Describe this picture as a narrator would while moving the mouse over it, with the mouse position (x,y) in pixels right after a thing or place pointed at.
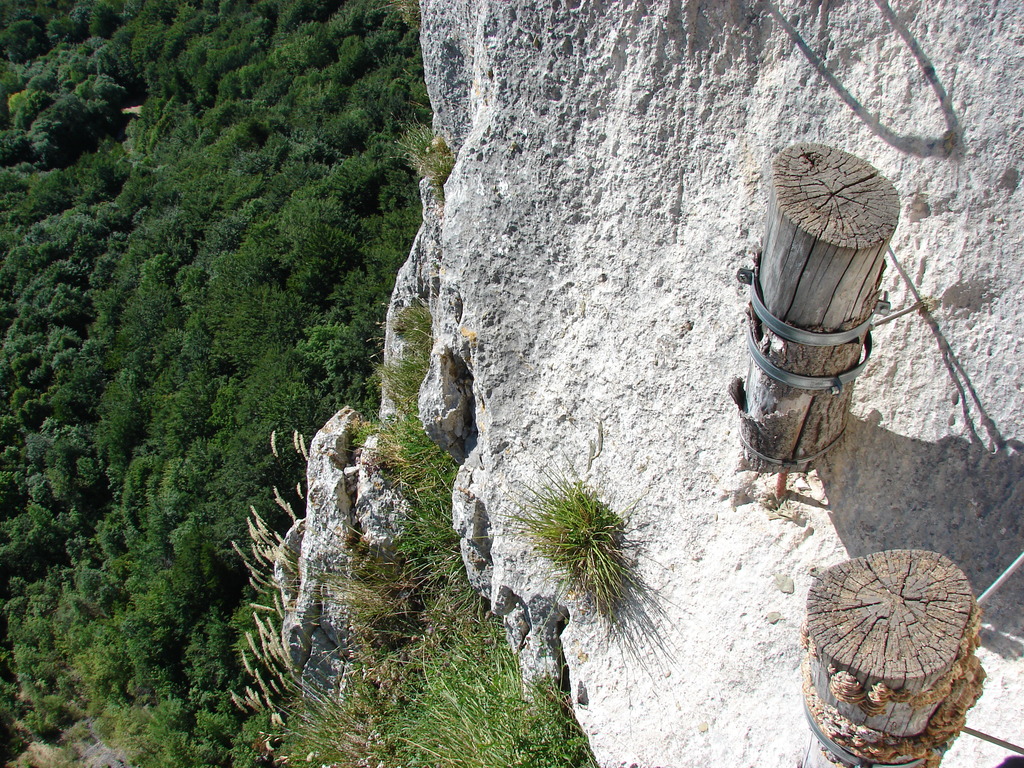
On the right side of the image (789,454) there are two wooden sticks (830,299) placed on the rock (769,562). On the left side of the image (148,412) there are trees (177,538).
